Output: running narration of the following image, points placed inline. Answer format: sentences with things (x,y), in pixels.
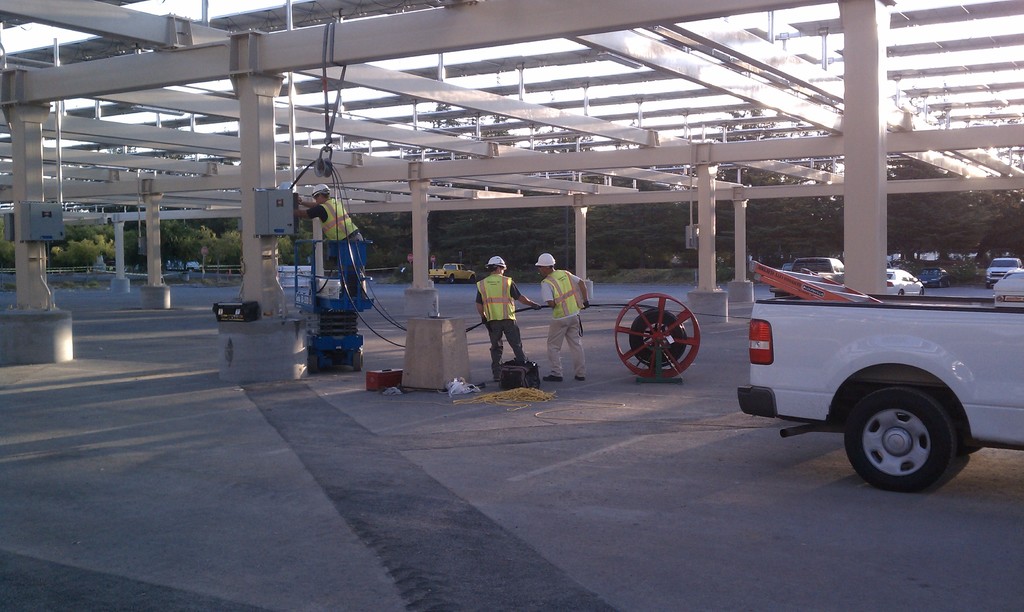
In this picture, we can see a few people (483,314) holding some objects (525,308), we can see the ground (548,329) with some objects (425,352), and we can see a few vehicles (910,338), pillars (859,29), poles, trees (396,242), and the sky (6,38).
